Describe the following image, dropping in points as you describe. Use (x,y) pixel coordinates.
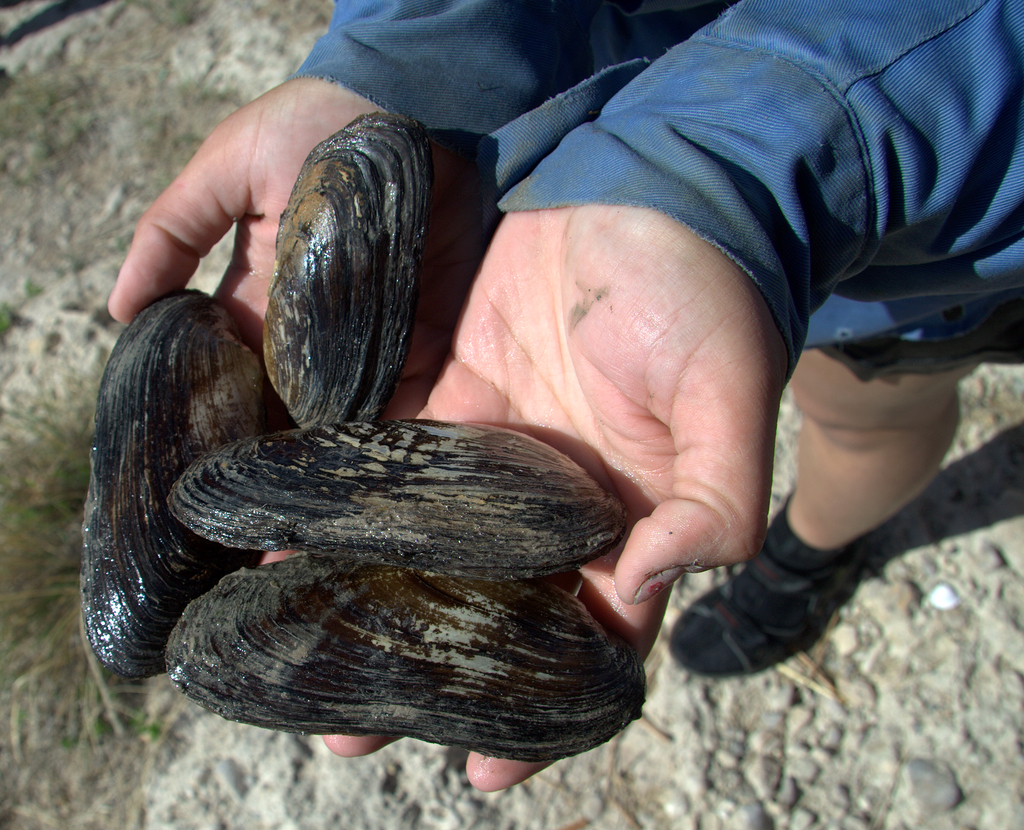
In this picture, it seems like shells (535,516) on hands (617,465) in the foreground (531,356).
